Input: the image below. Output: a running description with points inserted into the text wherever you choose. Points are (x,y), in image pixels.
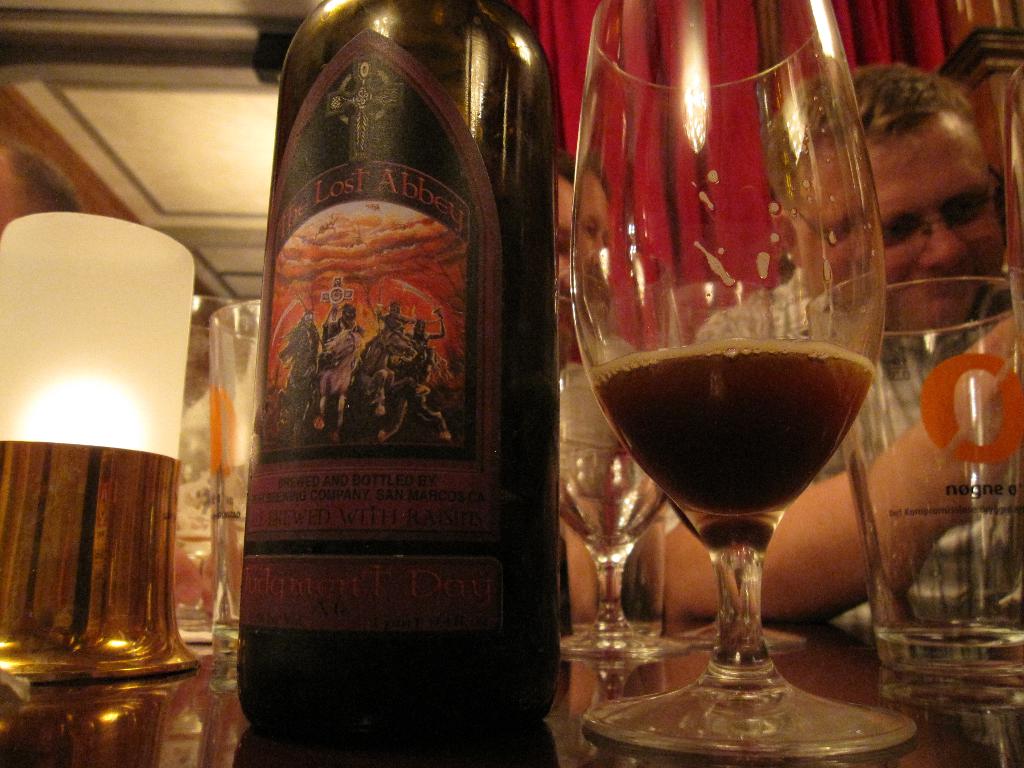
In this image on the table (36,695), there are glasses (743,342), there is a light (33,348), there is a wine bottle (401,539). In front of the table (697,624) there is a person (775,608), behind him there are curtains (852,23).
